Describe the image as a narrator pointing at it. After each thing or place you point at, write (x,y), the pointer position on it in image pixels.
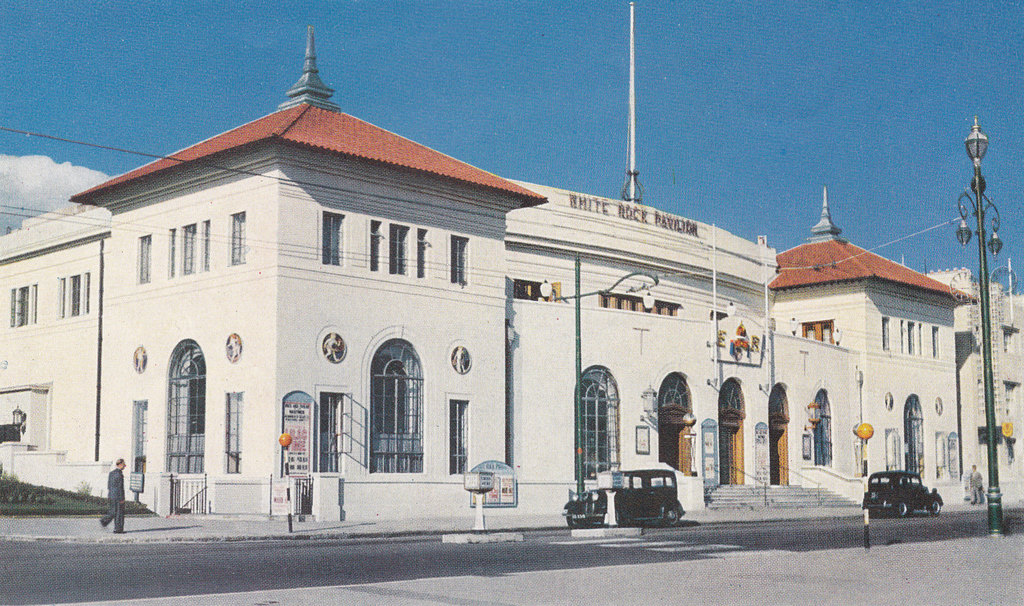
In this image I can see on the left side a man (117,510) is walking. Two vehicle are moving on the road (689,539), in the middle (458,337) there is a big building (523,372), at the top (529,62) it is the sky (510,53).
